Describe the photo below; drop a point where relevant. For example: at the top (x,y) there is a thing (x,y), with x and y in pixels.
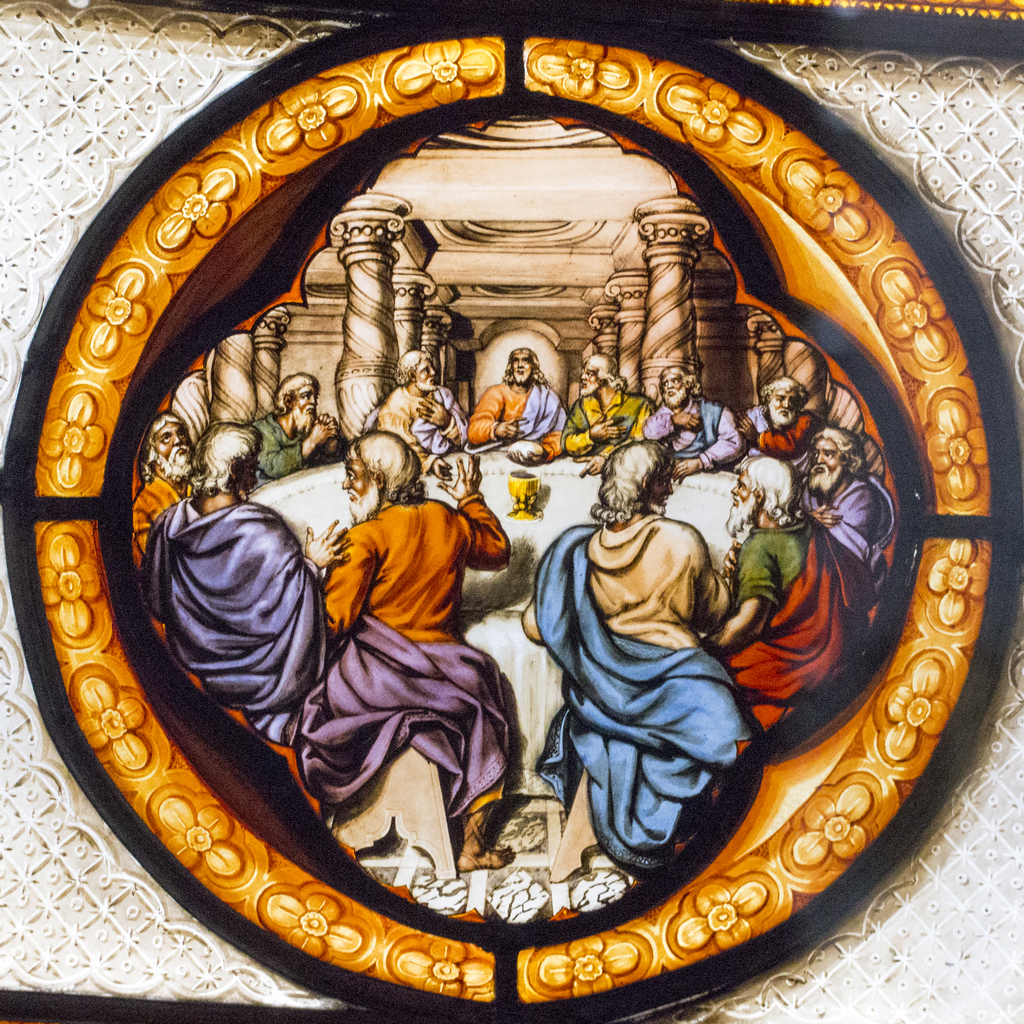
In the image in the center (412,641), we can see one frame (472,403). On the frame (472,403), we can see a few people (441,577) are sitting around the table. In the background (507,273) there is a wall (477,278) and pillars (363,371).
